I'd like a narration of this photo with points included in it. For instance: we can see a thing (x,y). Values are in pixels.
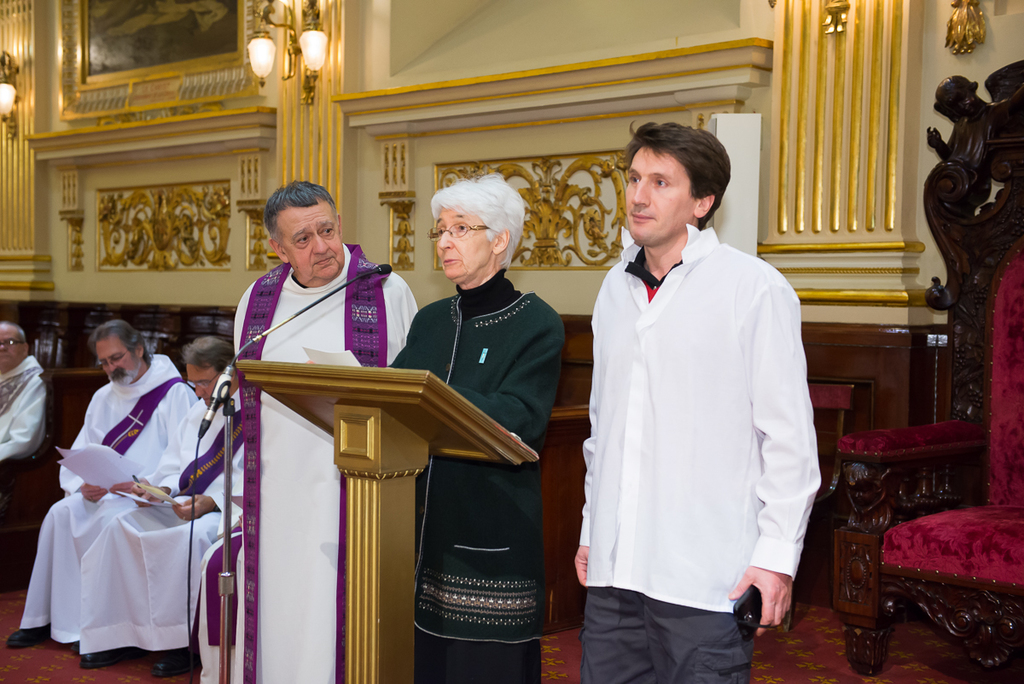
In this picture we can see three people (394,316) and in front of them we can see a mic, paper (323,356), podium (385,447) and at the back of them we can see some people (9,360) sitting on chairs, frame (85,65), lights (291,52) and some objects (581,454).
